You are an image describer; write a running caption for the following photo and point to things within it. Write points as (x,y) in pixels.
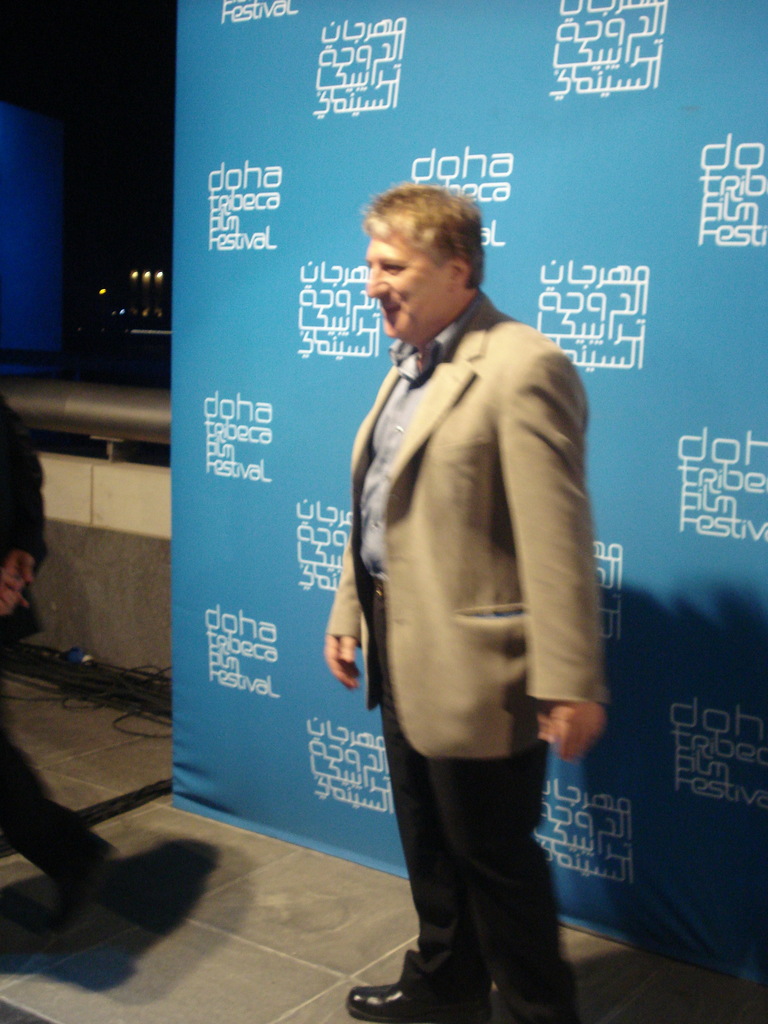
In this picture there is a man (460,423) who is wearing blazer (517,437), shirt (468,315), trouser (496,854) and shoe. He is smiling. He is standing near to the banner (734,607). On the left (19,471) there is a person (19,513) who is wearing a black dress (47,826). He is standing near to the wall (72,509). On the background (33,298) we can see the lights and blue object (43,288). In the top left corner (107,256) there's a darkness (102,56).
